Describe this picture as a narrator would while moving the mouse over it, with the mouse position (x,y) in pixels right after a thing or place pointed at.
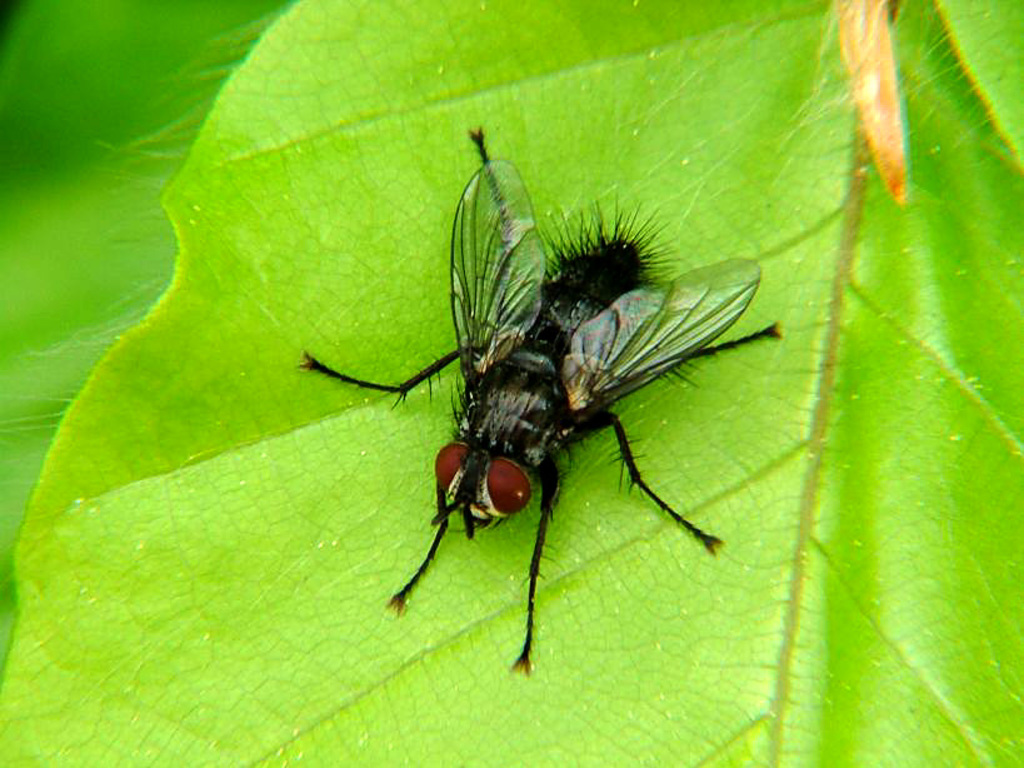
In the image on the green color leaf (787,371) there is a house fly (516,358).
